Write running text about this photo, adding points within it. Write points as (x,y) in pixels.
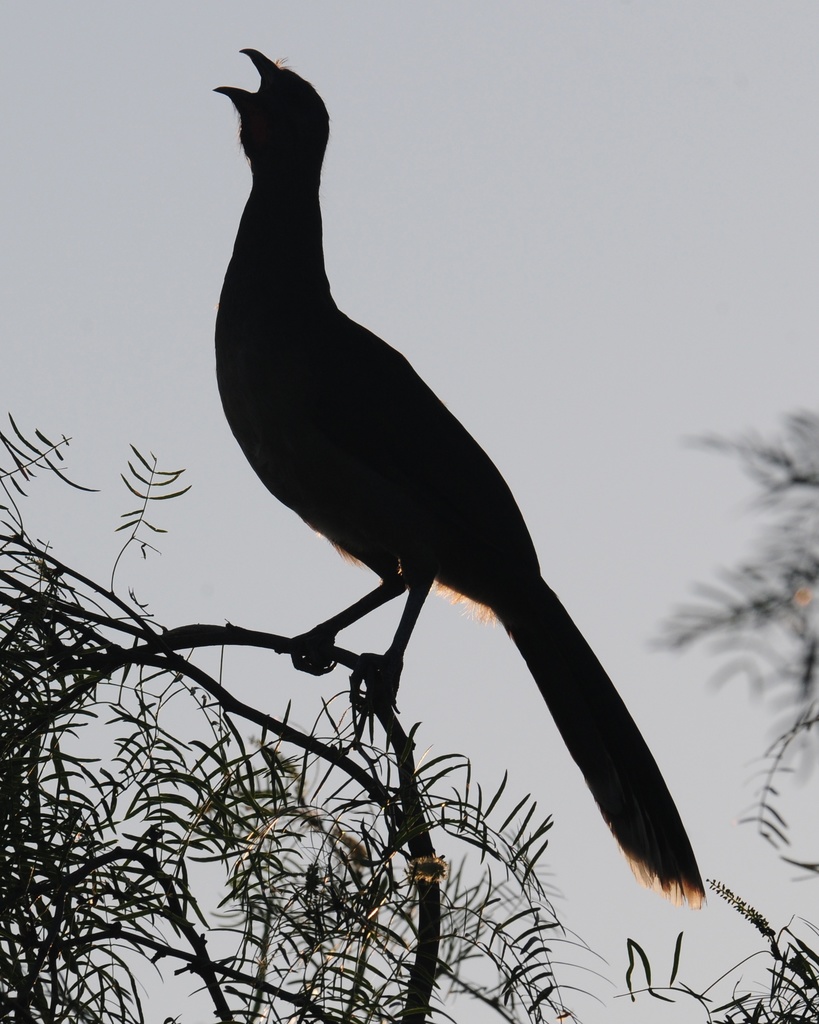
In this picture we can see a bird (300,399) on the branch (266,638). On the left (8,632) and right side of the image (734,579) there are trees (8,632). Behind the bird (352,392) there is the sky (530,348).
